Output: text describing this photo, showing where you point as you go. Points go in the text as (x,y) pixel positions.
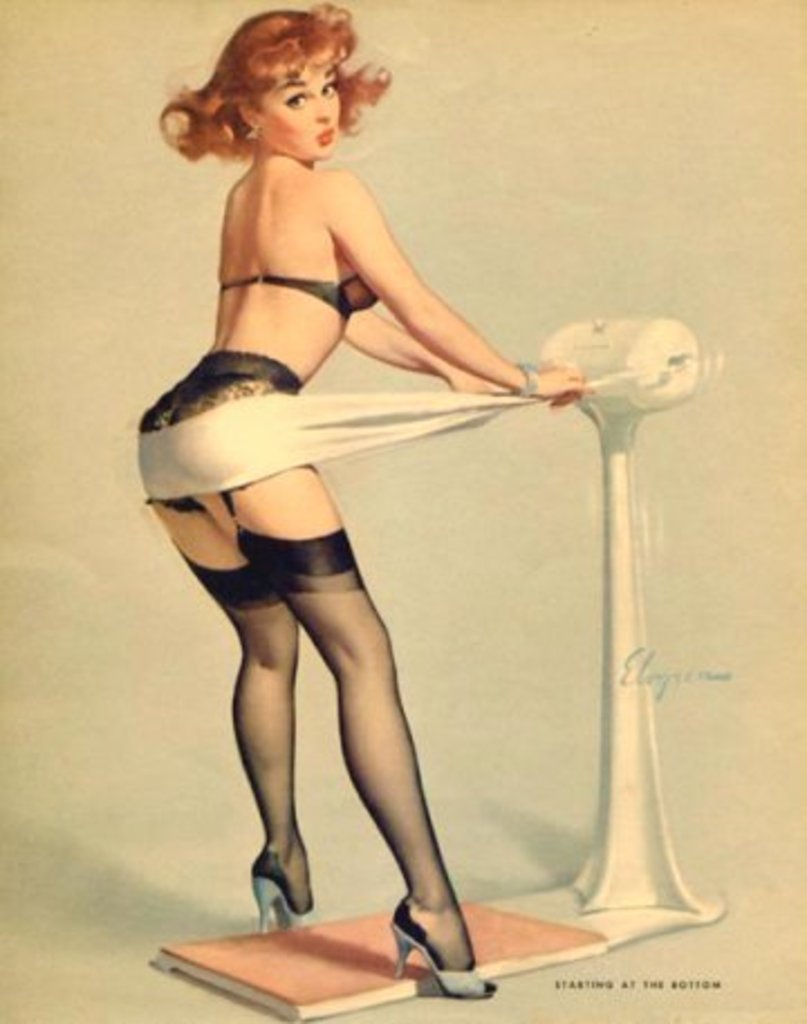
In this image there is one woman (257,258) who is standing, and on the right side (595,383) there is some object (608,550). At the bottom (502,937) there is one board (492,943), and there is a white background (115,146).
